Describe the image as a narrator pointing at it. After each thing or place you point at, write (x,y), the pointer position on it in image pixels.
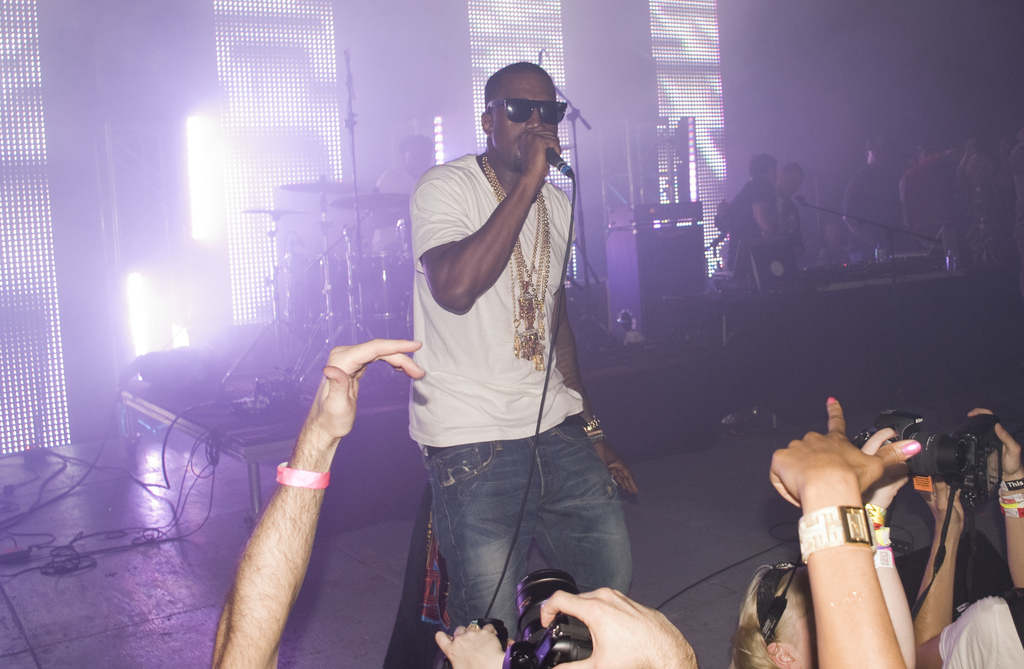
As we can see in the image there are few people (948,216) here and there and the man (500,313) who is standing here is holding mic (563,161) and singing a song.
